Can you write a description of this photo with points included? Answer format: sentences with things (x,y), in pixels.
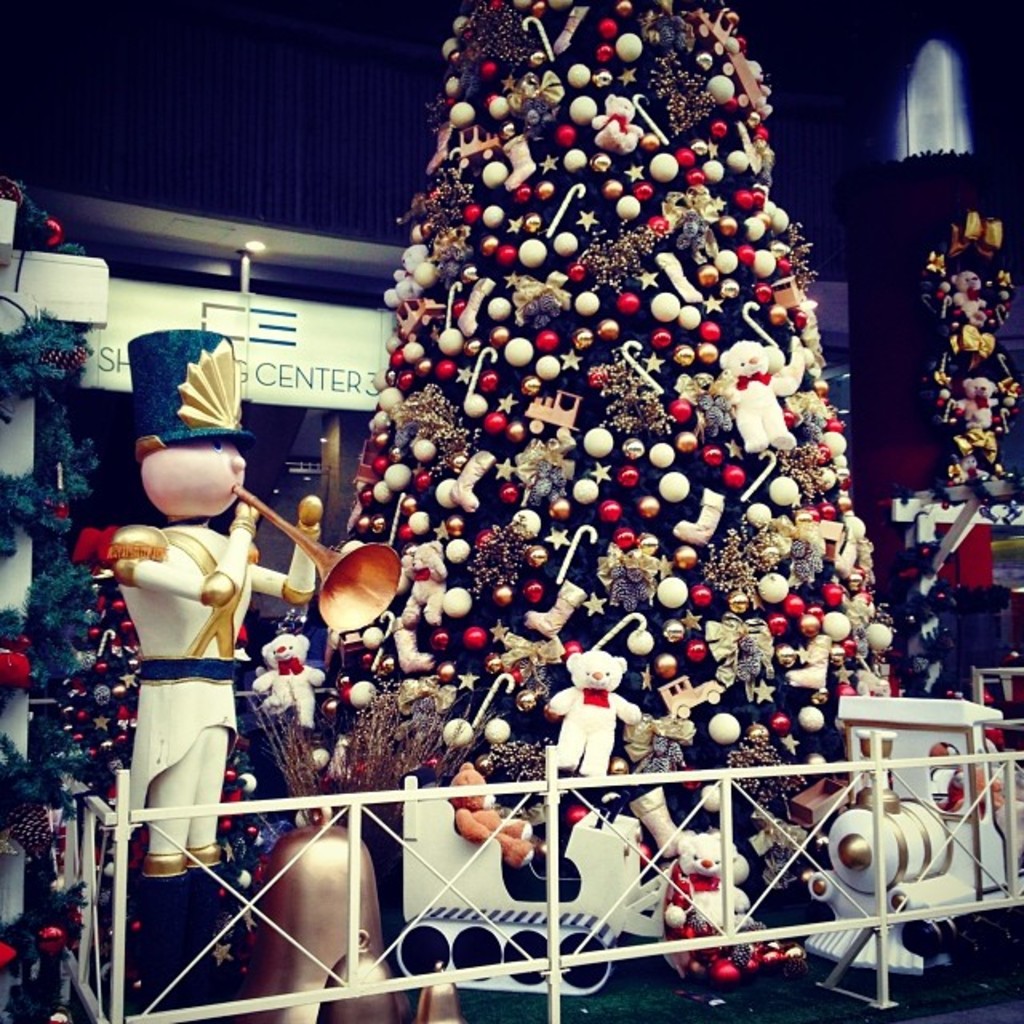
The picture consists of Christmas trees (708,676), toys (709,864), railing (141,815) and a toy train (425,894). In the background (307,88) there are lights (265,248) and wall (310,103).
